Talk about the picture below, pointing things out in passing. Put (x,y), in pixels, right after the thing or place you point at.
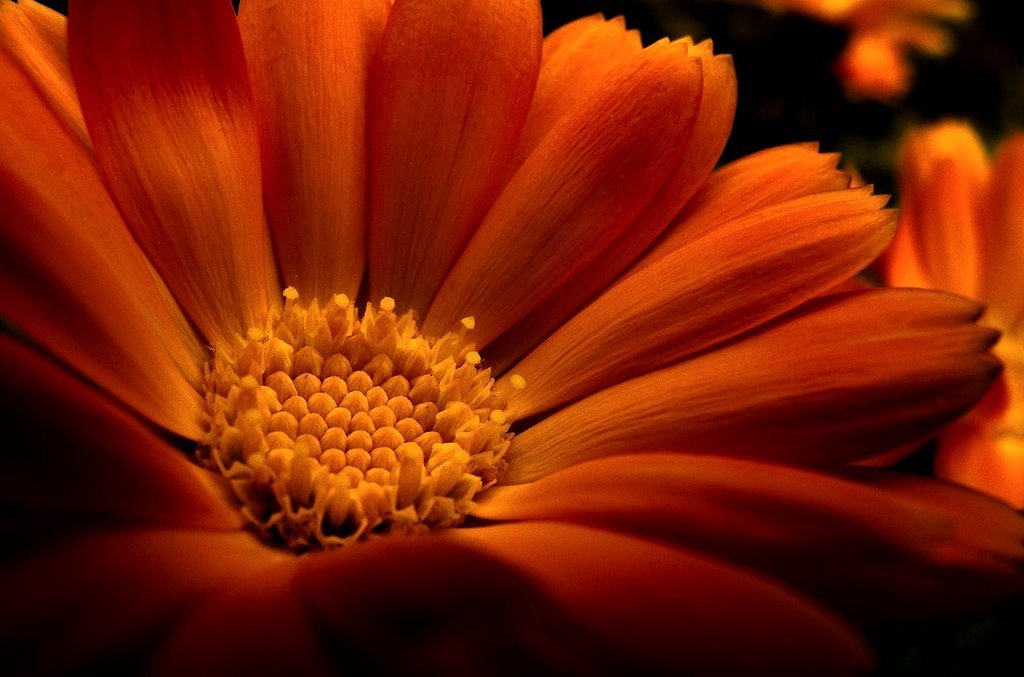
In the picture we can see a flower (84,170) with petals (110,352) and beside it also we can see some flowers (961,266).
